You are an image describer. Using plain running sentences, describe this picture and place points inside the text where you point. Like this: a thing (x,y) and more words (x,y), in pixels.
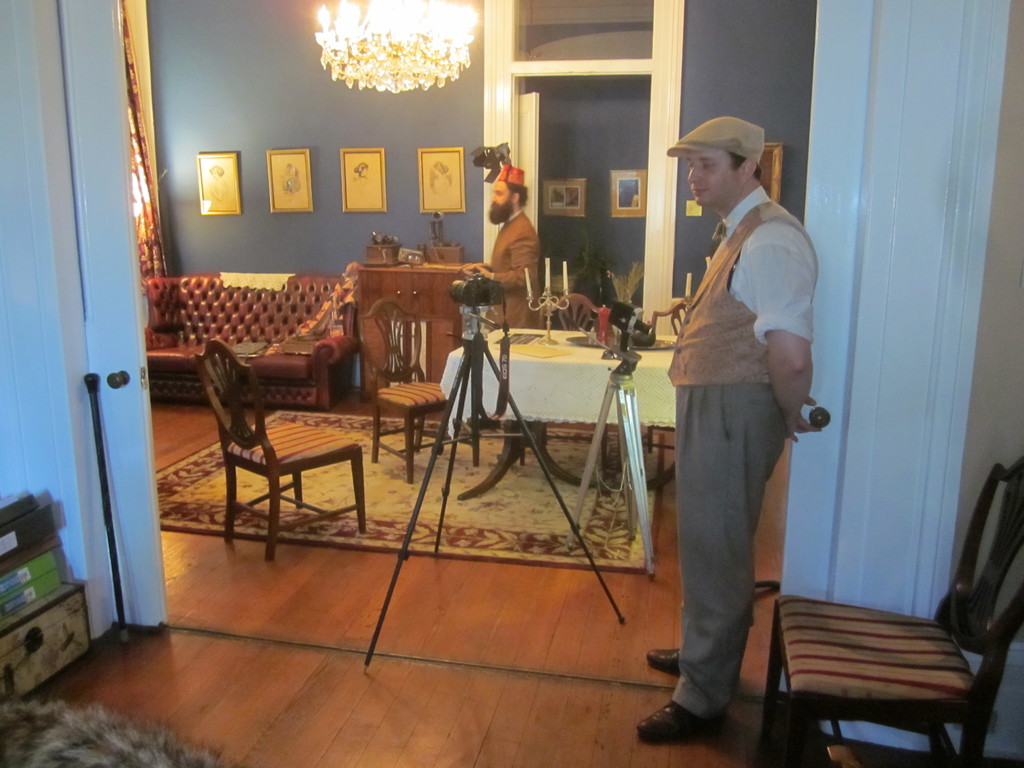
In the middle (540,371) there is a table (570,369) covered with cloth (555,387) on the table (560,368) there is a candle stand (547,323). On the right (739,431) there is a man (746,410) he wear white shirt (776,304), trouser (729,543) shoes (671,714) and cap (734,138). In the middle (542,273) there is a man (527,267). In the background (351,229) there is a camera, sofa (296,393), chair (310,428), wall (275,79), photo frame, door (494,138) and light (446,78).
